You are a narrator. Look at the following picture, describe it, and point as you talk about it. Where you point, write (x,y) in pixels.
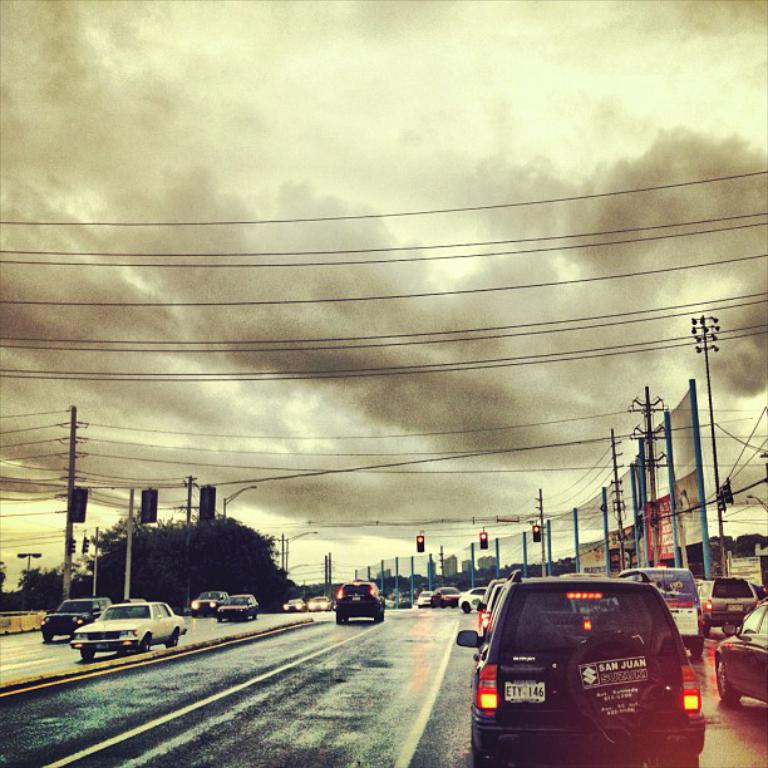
In the image we can see there are many cars (146,619) moving on the road (344,690) and behind there is a tree (200,551).
